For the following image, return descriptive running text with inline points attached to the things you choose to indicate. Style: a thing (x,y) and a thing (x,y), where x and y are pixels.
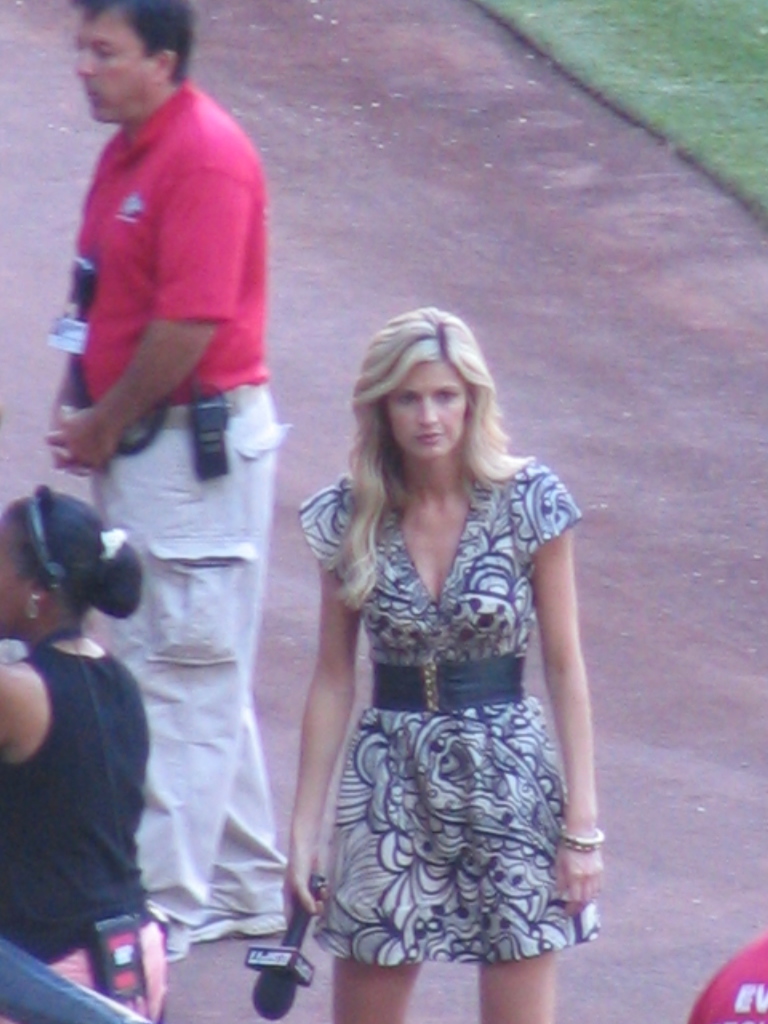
The woman (433,634) in front of the picture is standing and she is holding a microphone (297,934) in her hand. Behind her, we see a man (140,164) in red T-shirt (128,163) is standing. On the left side (93,698), we see a woman (43,777) in black T-shirt (92,737) is standing. In the right top (693,34), we see the grass (513,18) and beside that, we see the road (433,178).
